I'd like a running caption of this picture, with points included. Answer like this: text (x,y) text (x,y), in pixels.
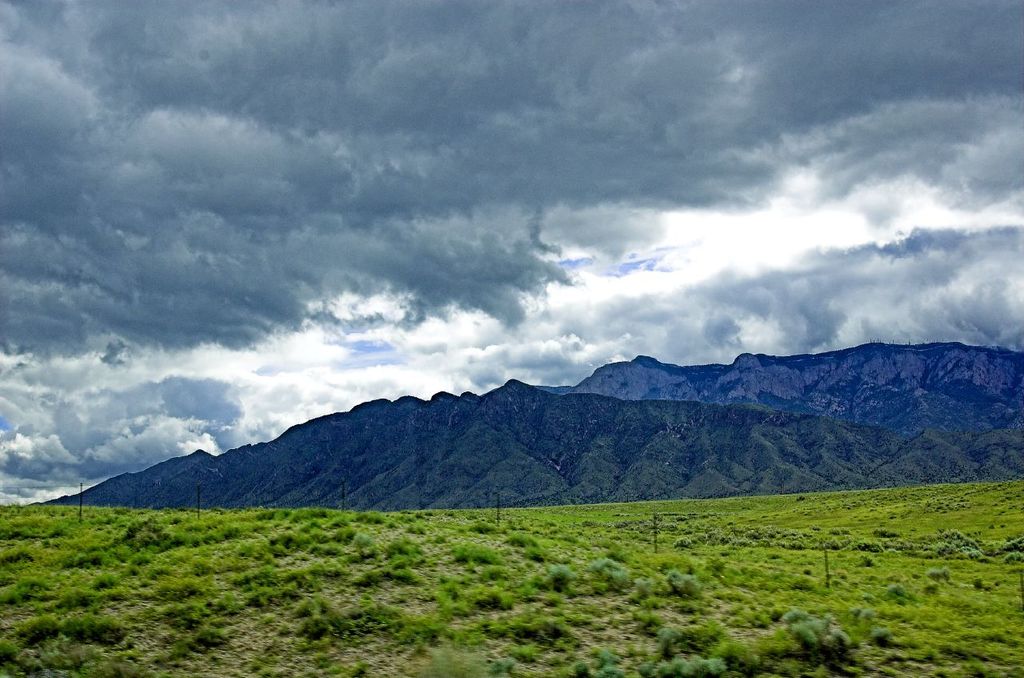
In this image there is grassy surface (464,560), in the background of the image (546,449) there are mountains (543,420), at the top of the image (398,219) there is a cloudy sky (465,210).
